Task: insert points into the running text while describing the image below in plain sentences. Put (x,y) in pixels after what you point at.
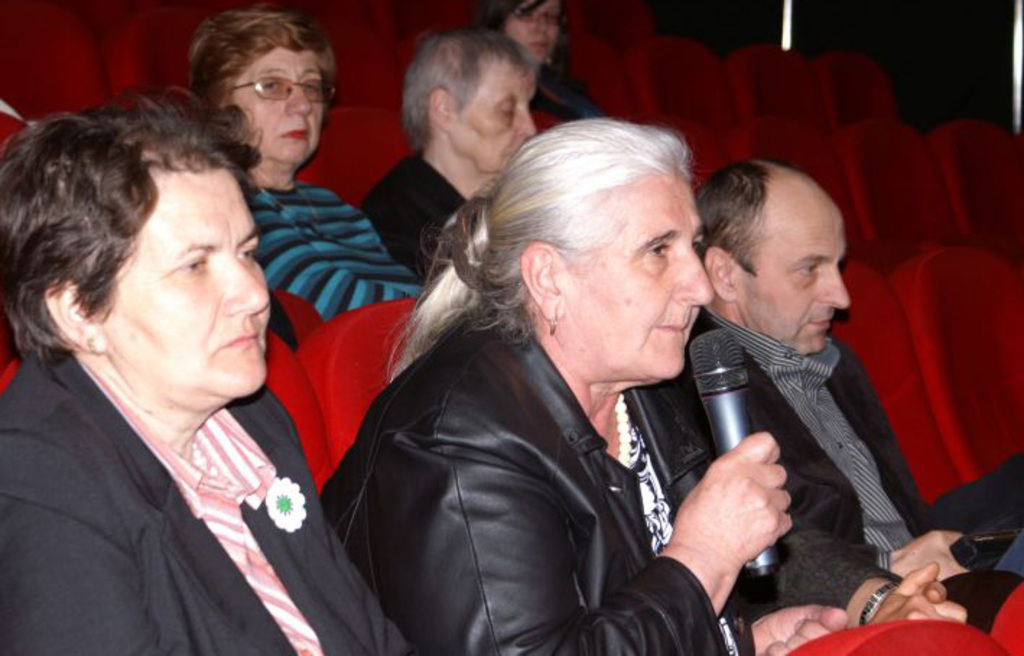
In this image some people (491,284) they are sitting on the seats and one person (470,333) is holding the mike (731,413).
